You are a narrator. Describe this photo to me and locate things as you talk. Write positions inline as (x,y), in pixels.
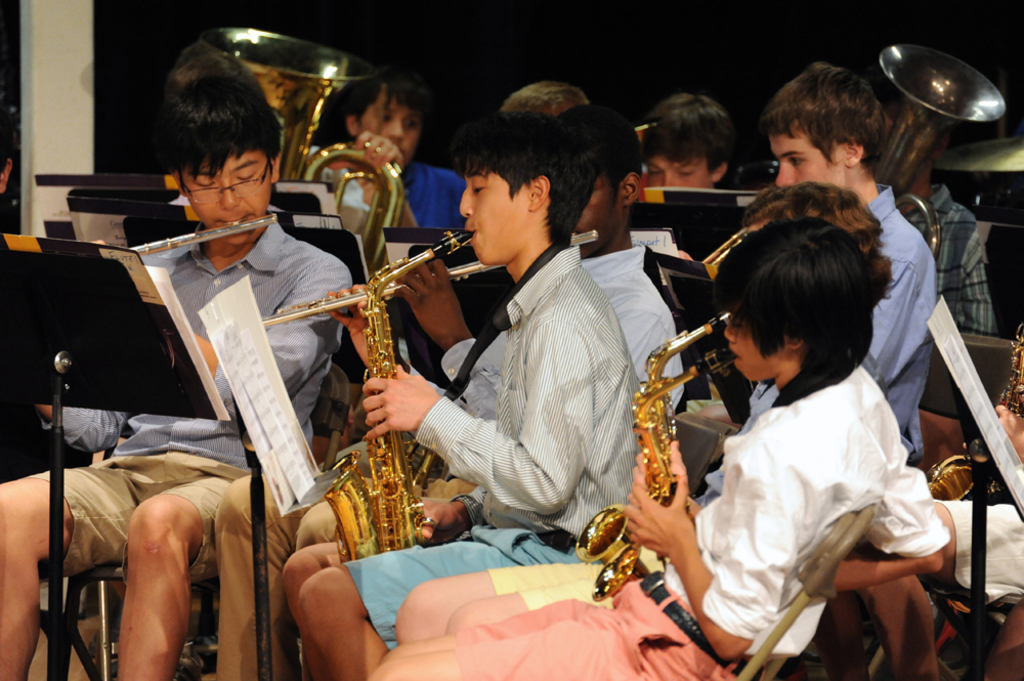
On the right of this picture (791,223) we can see the group of people (528,359) sitting on the chairs (967,595) and seems to be playing the saxophone (378,373). On the left (253,171) we can see the two people (258,247) sitting on the chairs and seems to be playing the flute (170,241). In the foreground (219,351) we can see the papers (231,346) are placed on the metal stands (101,296). In the background (698,132) we can see the group of people (405,155) sitting on the chairs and we can see the musical instruments (304,111) which seems to be the tubas (394,181) and we can see the metal stands (322,208) and some objects (41,99) in the background (54,112).
